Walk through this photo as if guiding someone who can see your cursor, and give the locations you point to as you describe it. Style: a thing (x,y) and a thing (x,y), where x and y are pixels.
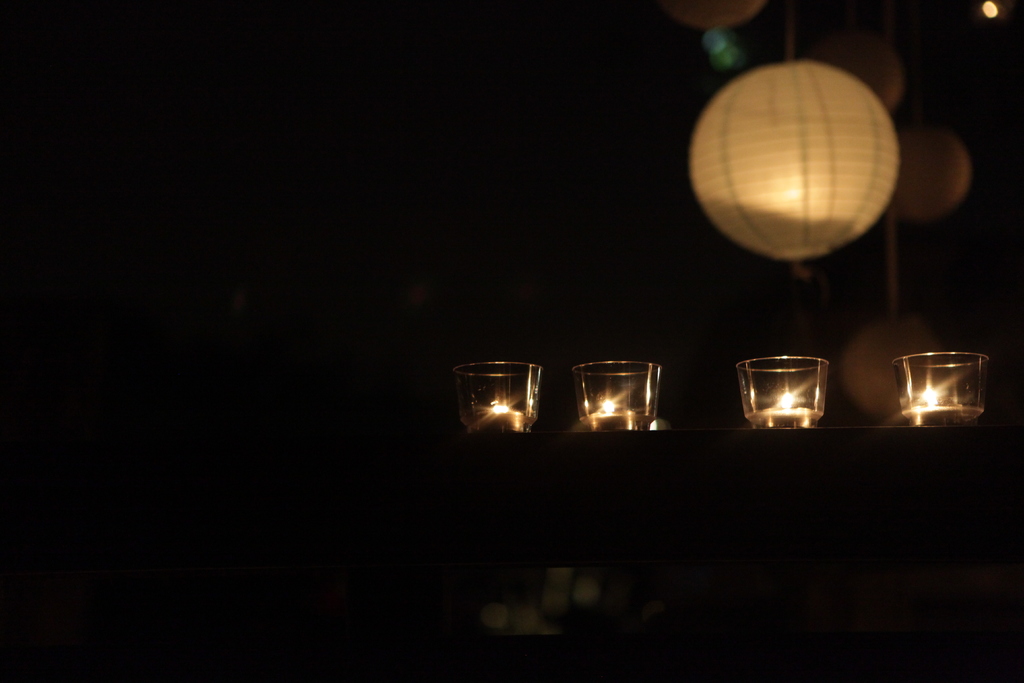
In this image I can see the candles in the glass (464,416), and there is a lamp (805,135) background (207,283) is black.
